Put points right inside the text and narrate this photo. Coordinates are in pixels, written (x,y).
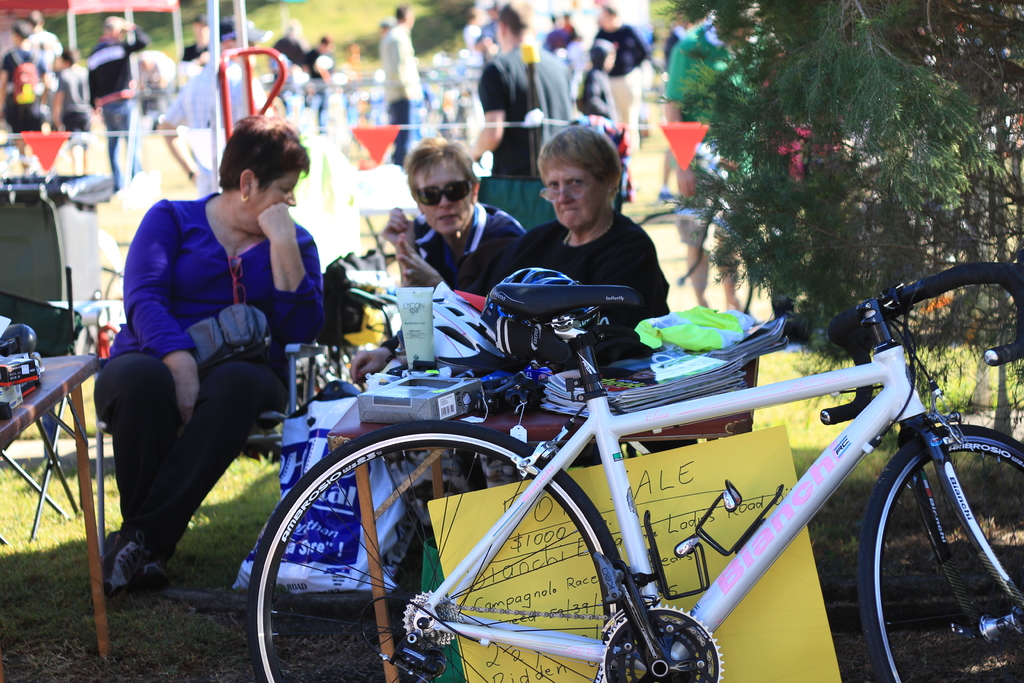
In the image we can see there is a bicycle (514,634) in the front (601,292) and there are three persons (589,268) sitting, and on the right side (967,151) there is a tree (857,155). On the background (192,124) there are group of people (599,90) standing.
